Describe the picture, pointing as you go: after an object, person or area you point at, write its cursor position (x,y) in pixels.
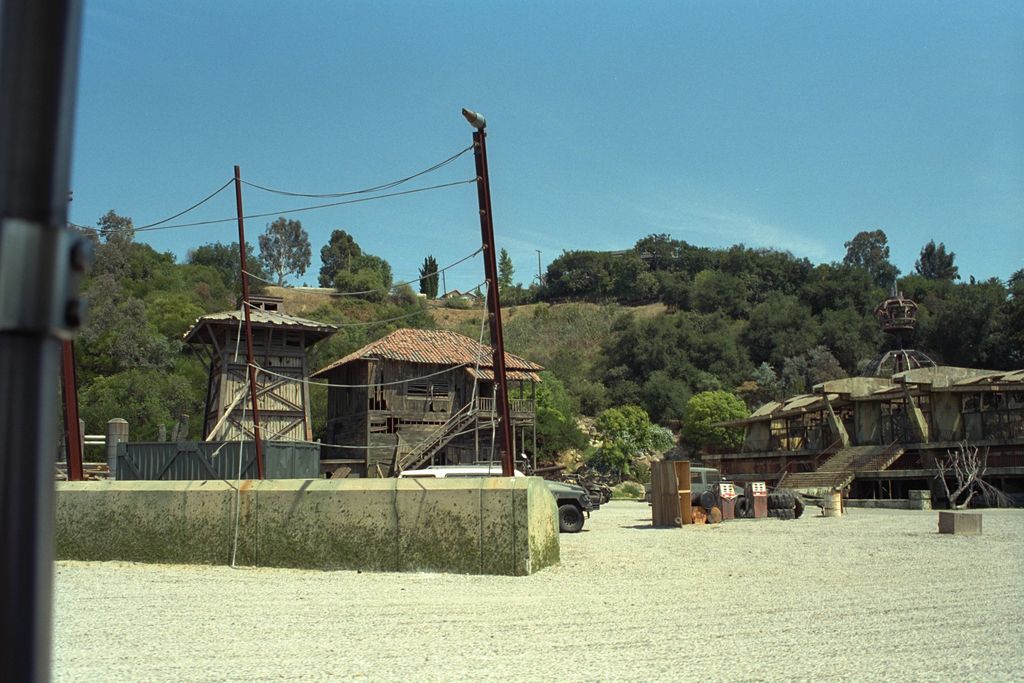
In this picture we can see sheds (318,327), vehicles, tyres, wall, pillars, electric poles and some objects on the ground (628,504) and in the background (614,483) we can see trees (622,479), sky (879,28).
